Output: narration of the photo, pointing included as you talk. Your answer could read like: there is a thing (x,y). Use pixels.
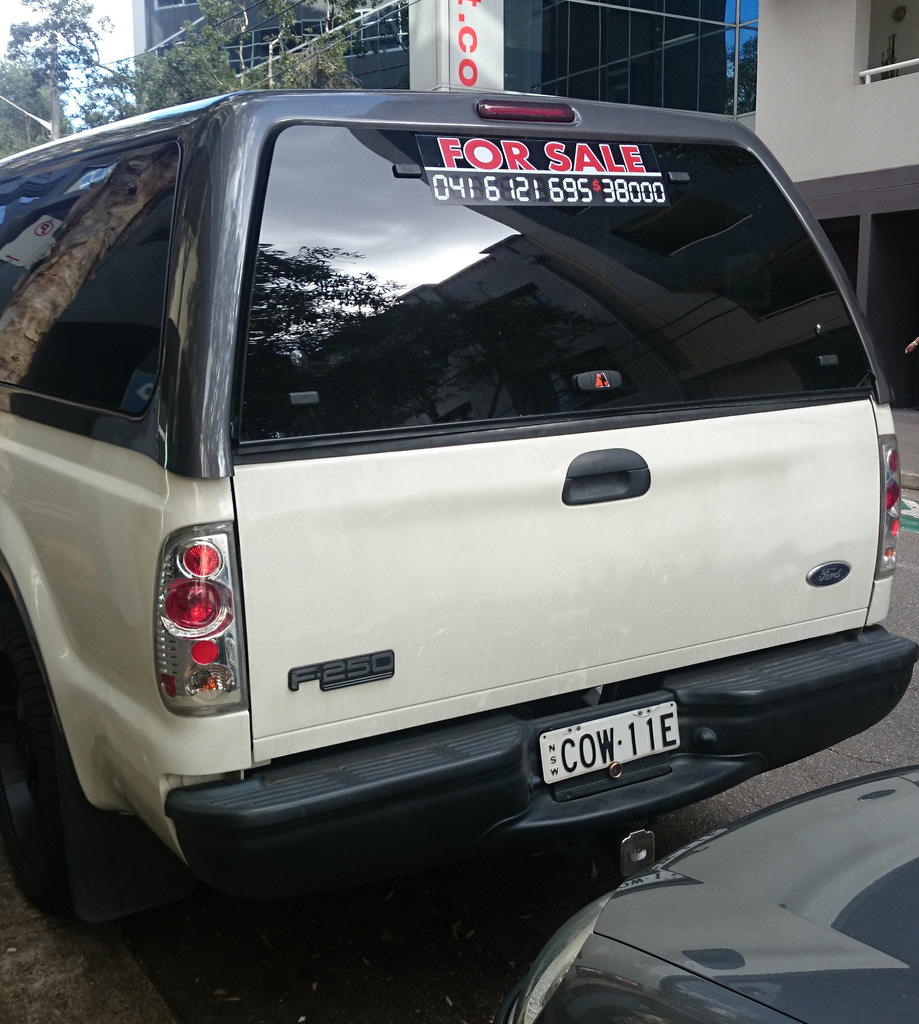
In this image we can see a vehicle (418,447). At the bottom of the image (259,966) there is a road (178,980). On the right side of the image (759,918) it looks like a vehicle (879,938). In the background of the image (821,82) there are some buildings (821,82), trees (202,62) and the sky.
